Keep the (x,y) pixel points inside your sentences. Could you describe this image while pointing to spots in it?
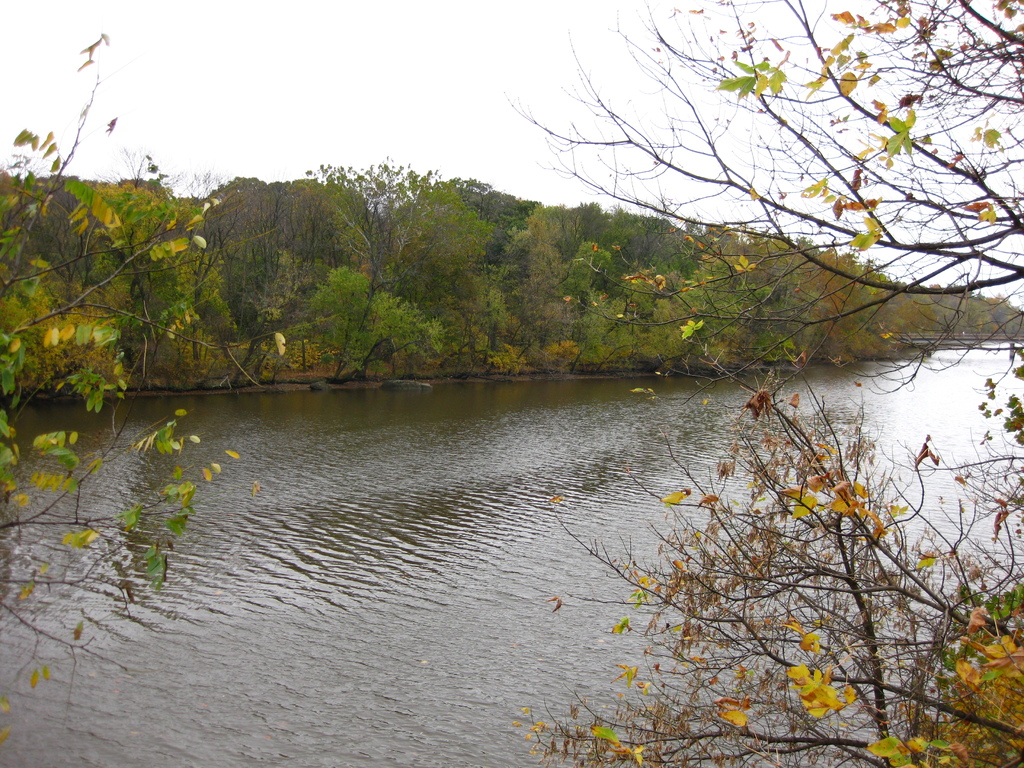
In this image there are trees (286,272). In the middle of the trees (157,584) there is a water body (435,501). In the background (425,105) there is the sky (407,105).
